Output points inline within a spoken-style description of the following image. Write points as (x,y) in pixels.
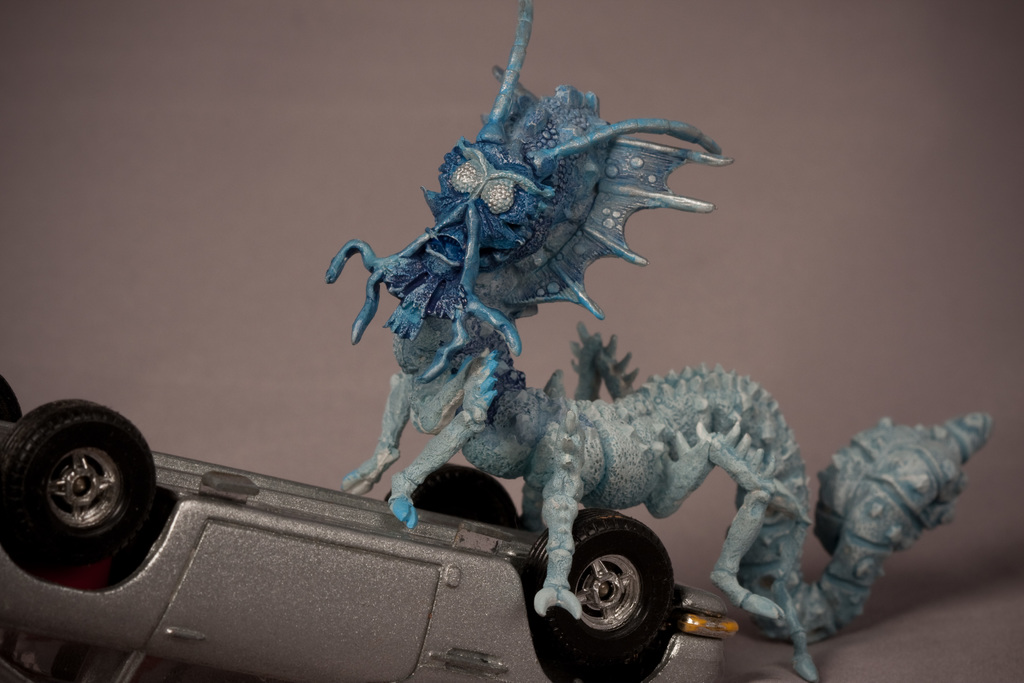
In this image there is a toy car (231,599) which is in the reverse direction. On the toy car (378,500) there is an idol (769,437) with legs (407,393) and hands (407,387). It looks like an animal (673,408).
